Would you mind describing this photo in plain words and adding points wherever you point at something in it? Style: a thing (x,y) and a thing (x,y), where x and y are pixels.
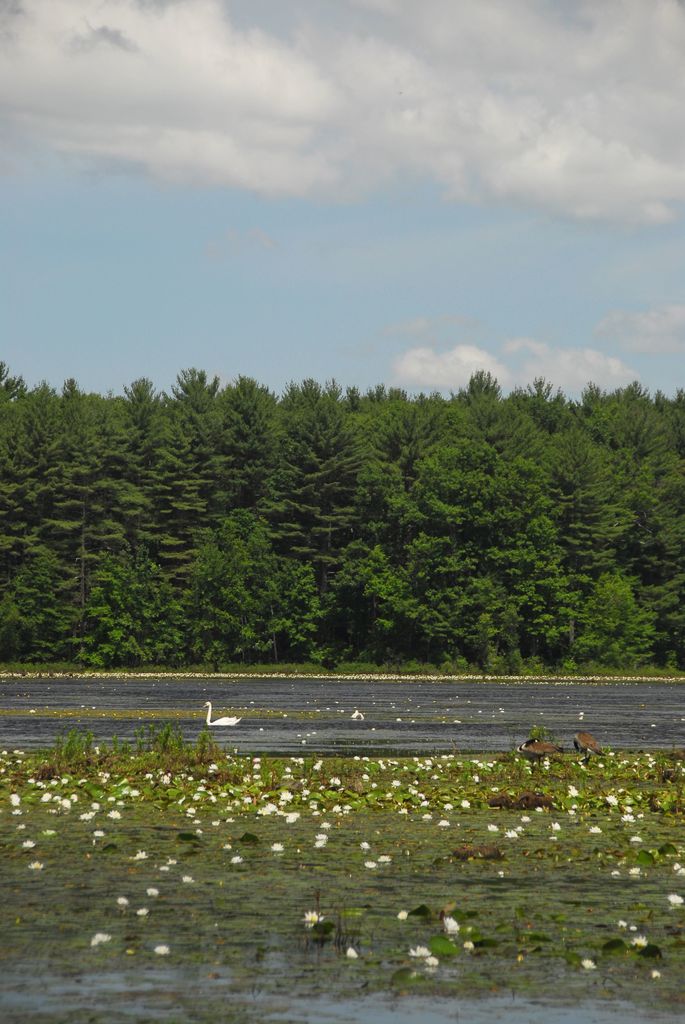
In this image we can see a lake (423,697). There is a swan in the lake (458,703). There are many flowers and plants (405,775) in the image. There are many trees (365,499) in the image. There is a blue and a slightly cloudy sky (313,141) in the image.
